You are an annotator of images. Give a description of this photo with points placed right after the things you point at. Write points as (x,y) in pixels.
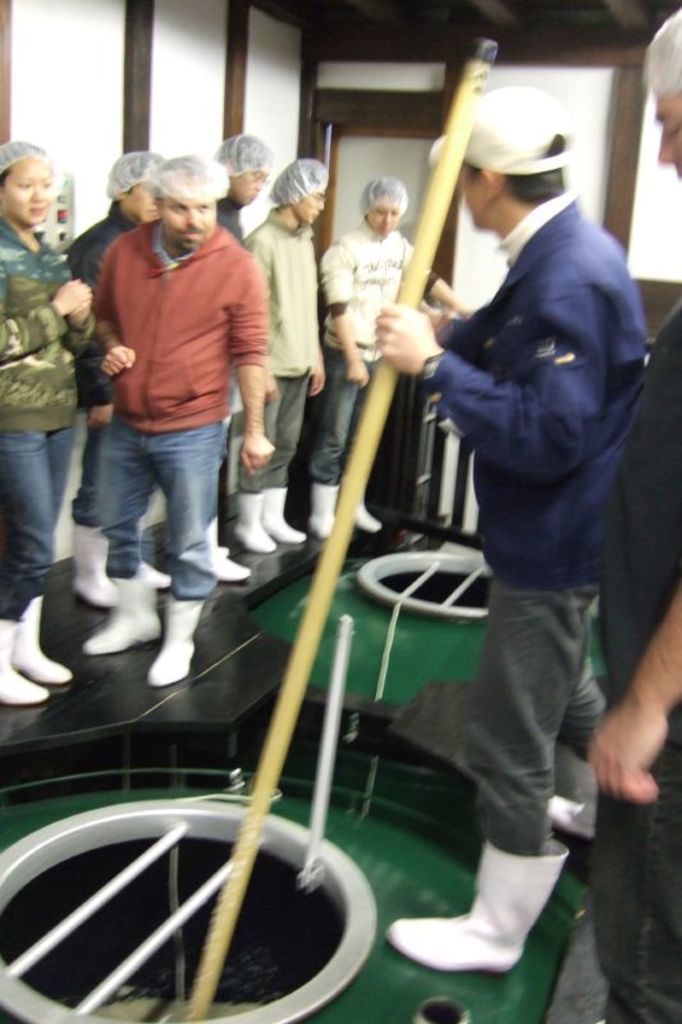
In this image, we can see some people (228,376) standing, in the background (34,72) there is a wall (246,43).
